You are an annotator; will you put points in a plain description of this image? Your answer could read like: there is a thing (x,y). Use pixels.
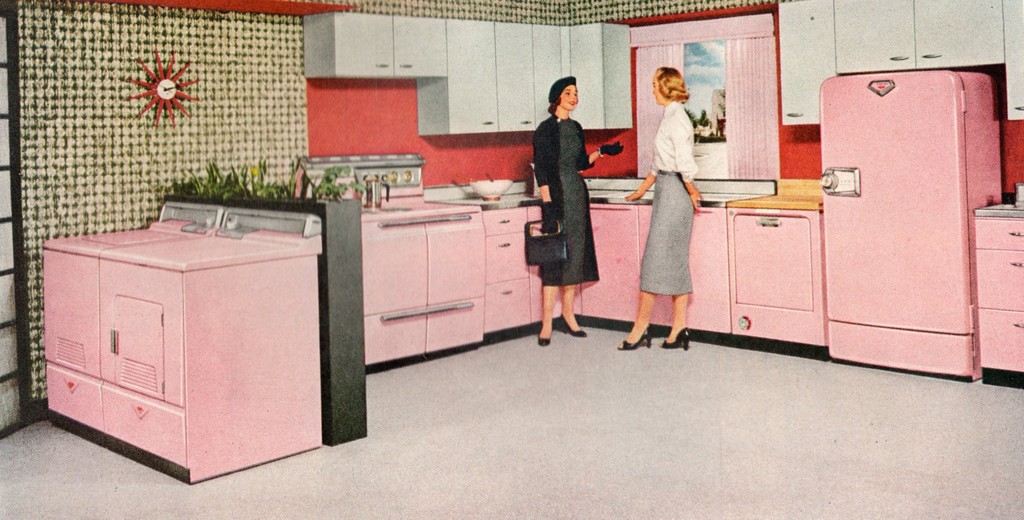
In the image we can see an animated picture, in the picture we can see some household items (380,257) and we can see two women (574,188) standing, wearing clothes (658,233), and the left side woman (561,218) is wearing gloves (543,217) and carrying a bag (552,257). Here we can see the floor (491,406), cupboards (427,69) and the wall (367,116). Here we can see the glass window (702,83) and curtains (740,98).
